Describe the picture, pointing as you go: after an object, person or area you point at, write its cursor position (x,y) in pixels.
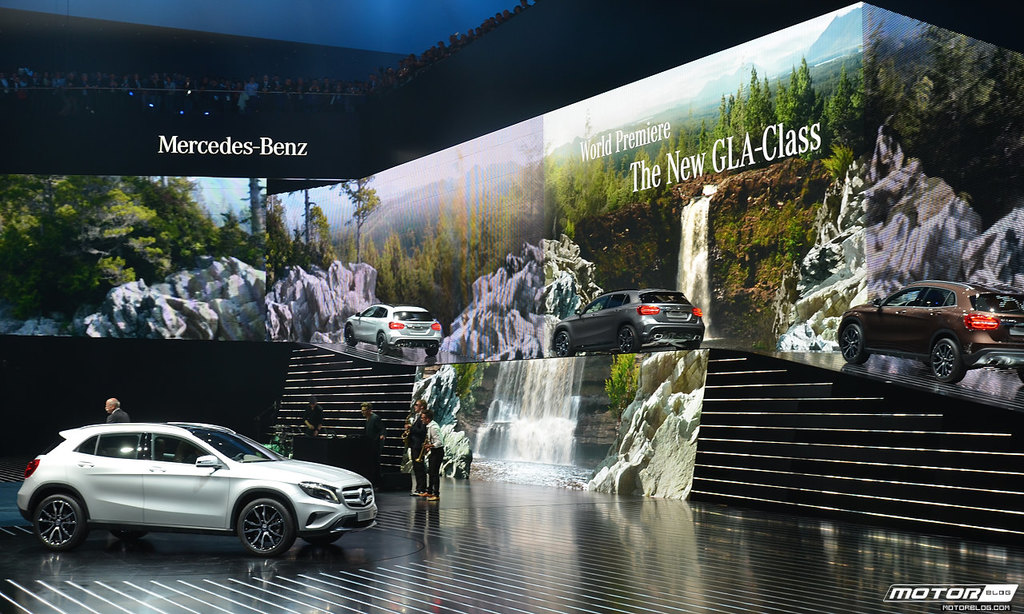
In this image we can see a car (228,507), few persons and objects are on the floor (412,577). In the background (413,196) there are vehicles (385,347) on a platform (775,384), scenery (396,221), few persons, wall (681,38) and objects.
